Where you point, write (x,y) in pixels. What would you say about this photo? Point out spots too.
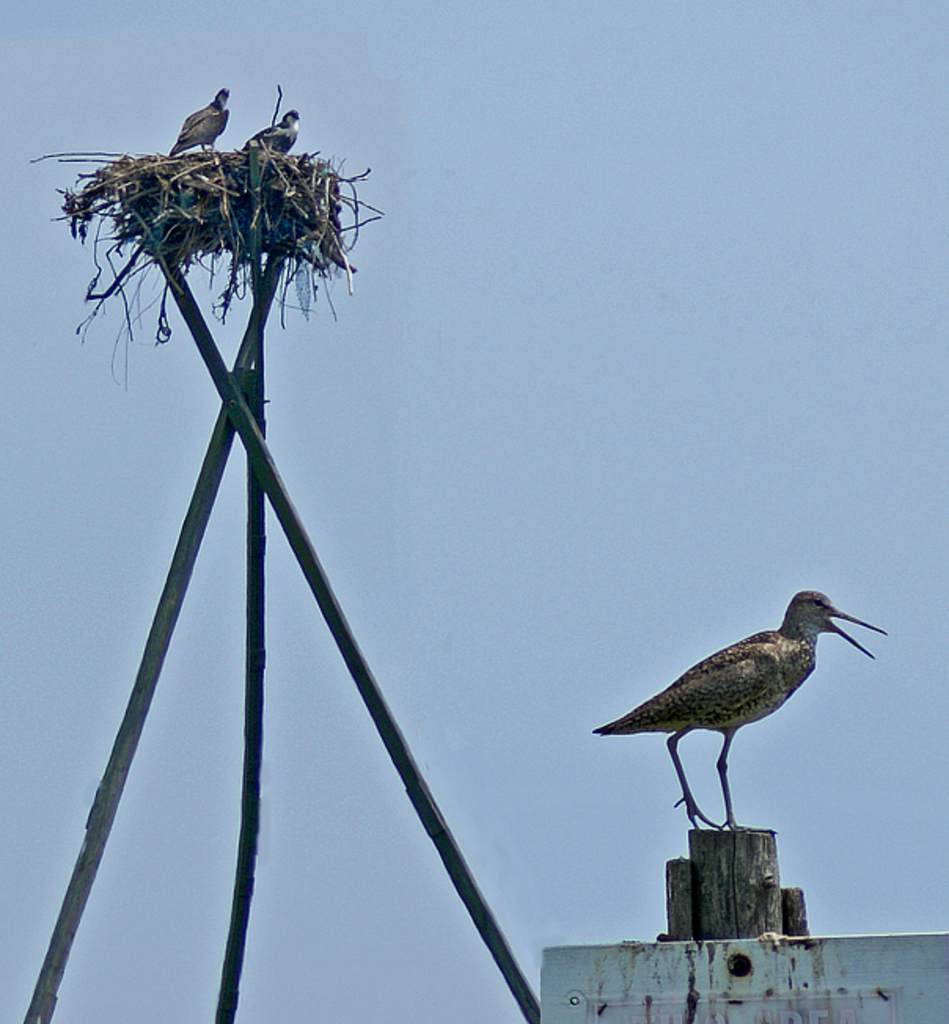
In this picture I can see couple of birds (215,112) in the nest (146,189) and I can see another bird (727,803) on the wooden pole (702,863) and I can see a blue sky (421,487).
